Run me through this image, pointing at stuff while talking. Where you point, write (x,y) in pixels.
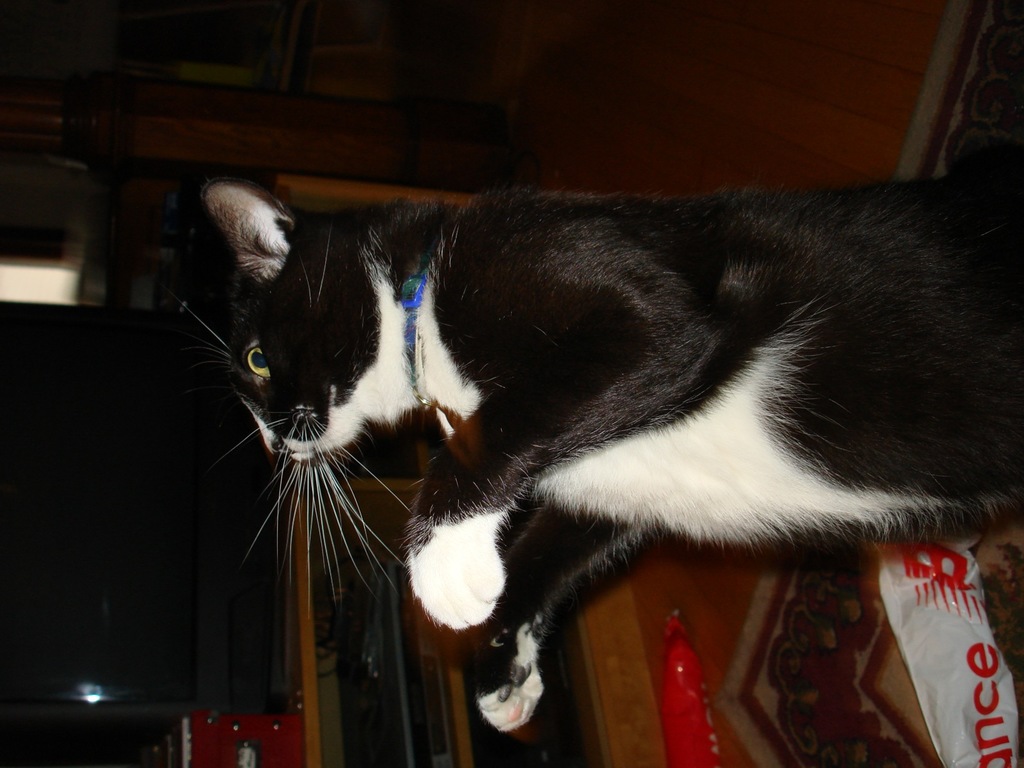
In this image I can see the cat (578,373) which is in white and black color. To the left (279,638) I can see the television (126,635), electronic devices (423,685) in the cupboard (313,669). I can see the red and white color objects (670,716) on the floor (787,662).
